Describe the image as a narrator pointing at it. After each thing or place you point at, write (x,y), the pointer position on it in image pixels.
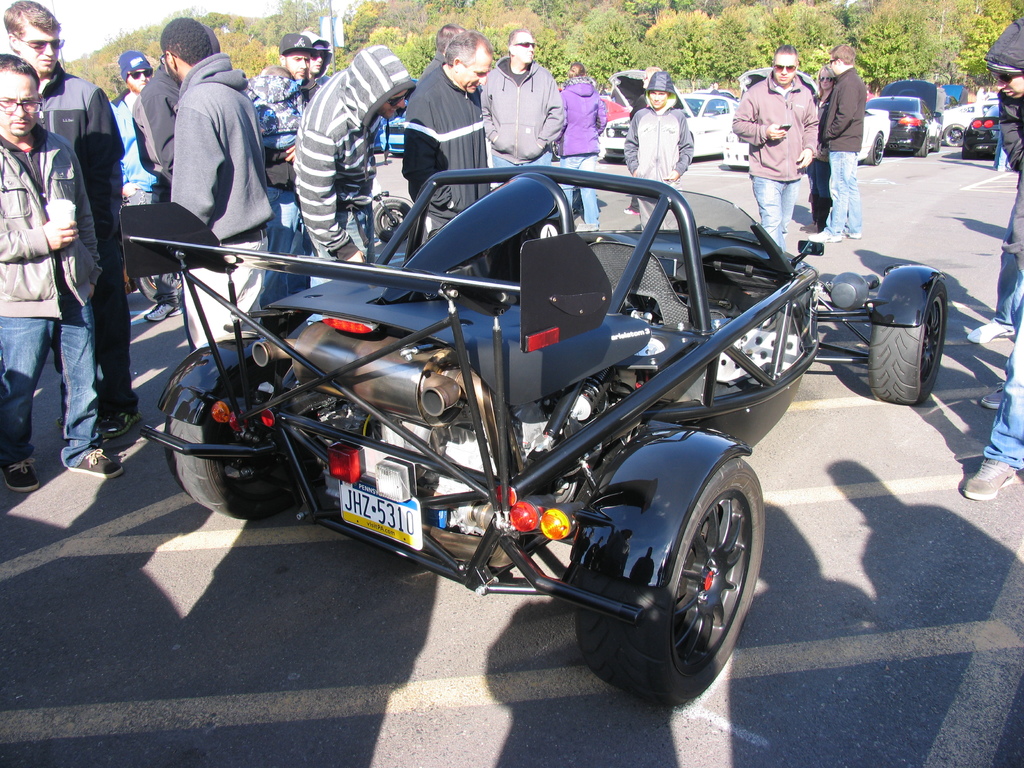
This image is taken outdoors. In the background (416,49) there are many trees (416,49) with green leaves (924,55), stems (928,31) and branches (444,10). At the bottom of the image (197,734) there is a road (832,619). In the middle of the image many cars (867,110) are parked on the road (936,173). A few people (443,217) are standing on the road (959,192) and a few are walking on the road (561,681). A sports car (337,408) is parked on the road (761,641).
